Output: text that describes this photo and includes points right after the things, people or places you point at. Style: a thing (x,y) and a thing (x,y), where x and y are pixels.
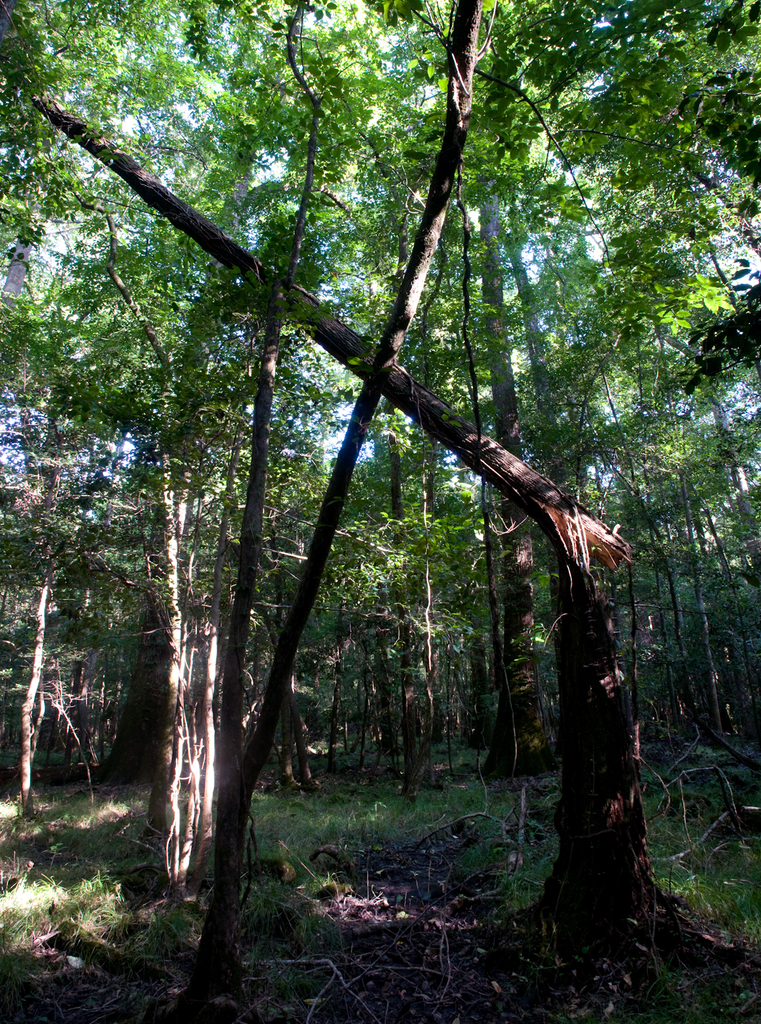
In this picture I can observe trees (448,259). There is some grass (157,860) on the land (337,808). In the background (182,109) there is sky (555,222).
